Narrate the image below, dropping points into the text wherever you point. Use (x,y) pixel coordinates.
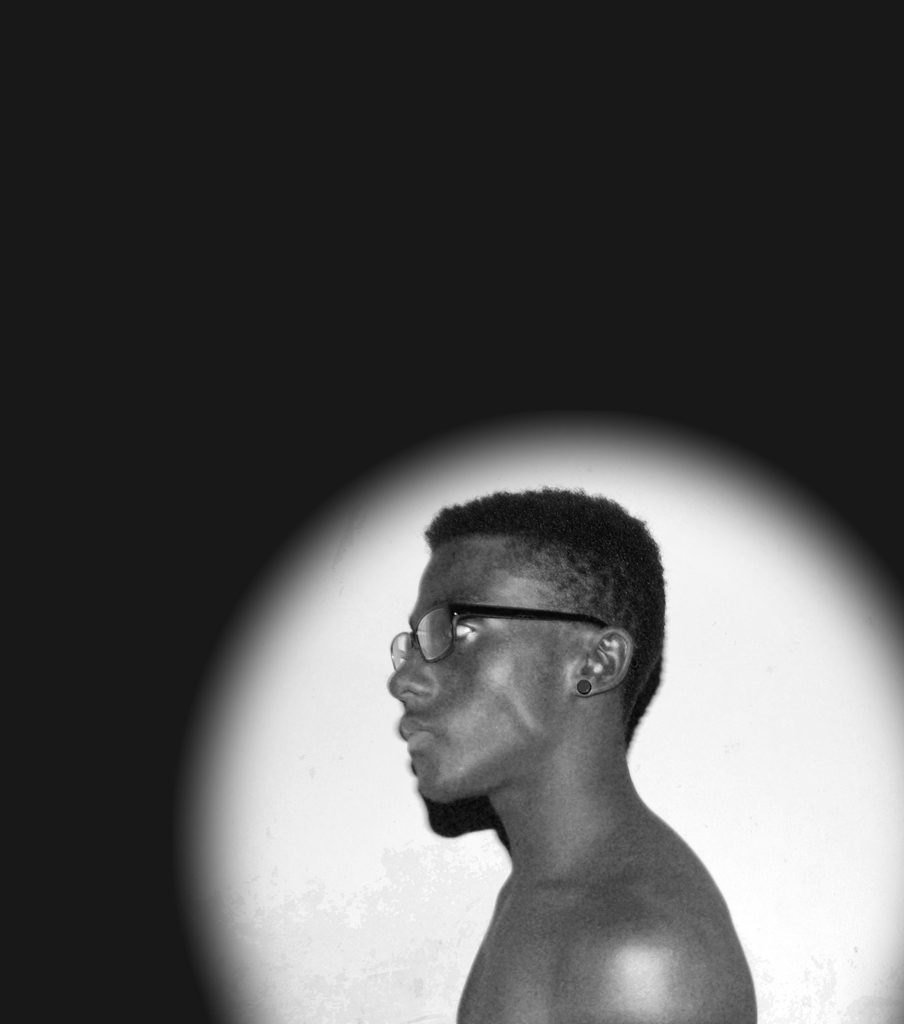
There is a person (647,603) without shirt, wearing a spectacle (421,625). In the background (781,604), there is a white wall (369,590). And the background (95,653) is dark in color.
